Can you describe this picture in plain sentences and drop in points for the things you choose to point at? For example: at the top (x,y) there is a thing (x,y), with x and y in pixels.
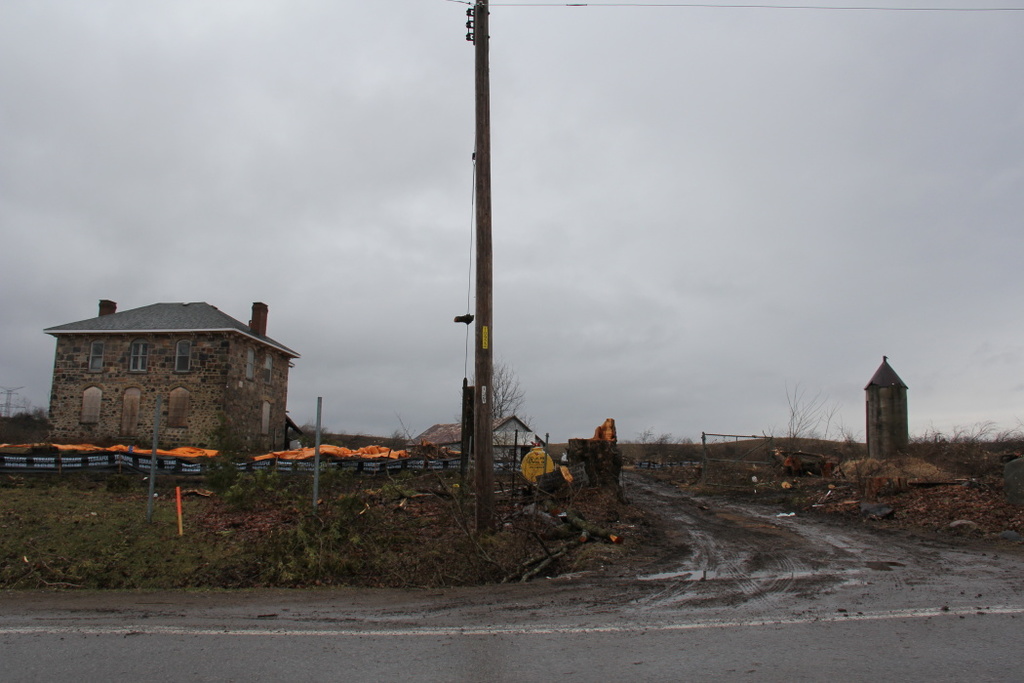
In this image, I can see a building (246,427), house (440,438), pole (478,444), grass (387,527) and trees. On the right side of the image (887,422), there is a tower (900,413). At the bottom of the image (465,636), I can see the road (207,653). In the background (444,246), there is the sky (381,187).
